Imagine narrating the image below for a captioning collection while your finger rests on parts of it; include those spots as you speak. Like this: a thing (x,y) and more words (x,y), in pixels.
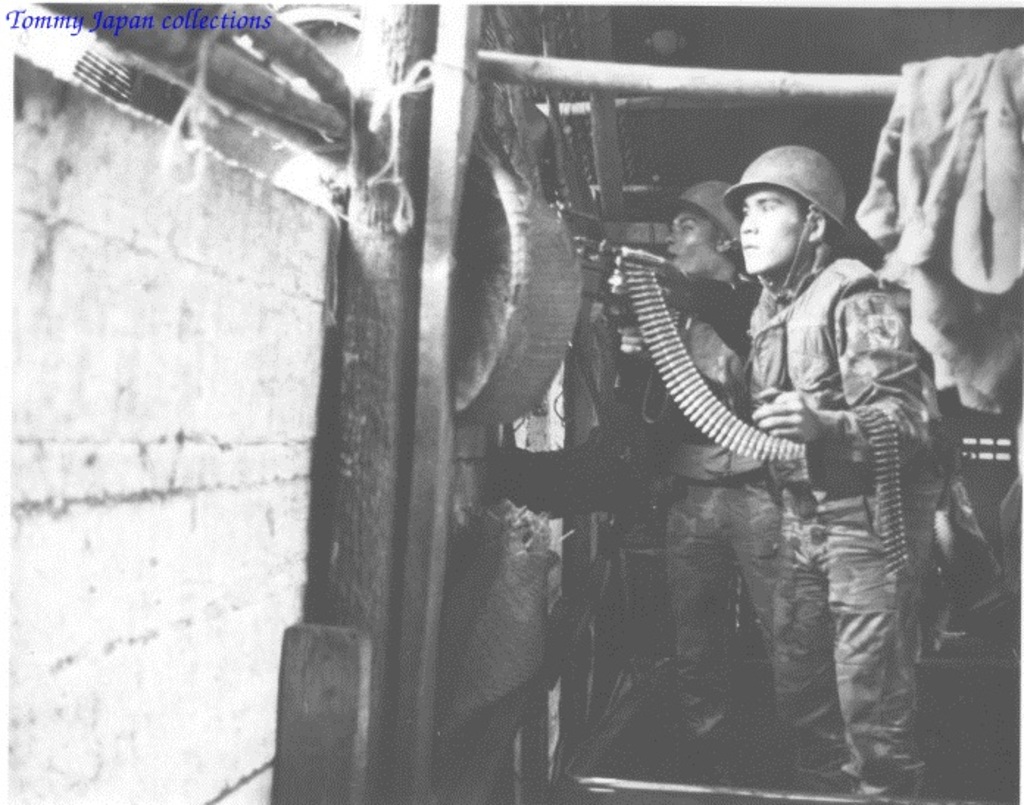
This is black and white image, we can see a few soldiers (789,332) holding some objects (671,362), we can see the wall (266,423), and some objects (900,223) attached to it, we can see poles (119,47), and some objects (974,175) on the pole (155,50).
